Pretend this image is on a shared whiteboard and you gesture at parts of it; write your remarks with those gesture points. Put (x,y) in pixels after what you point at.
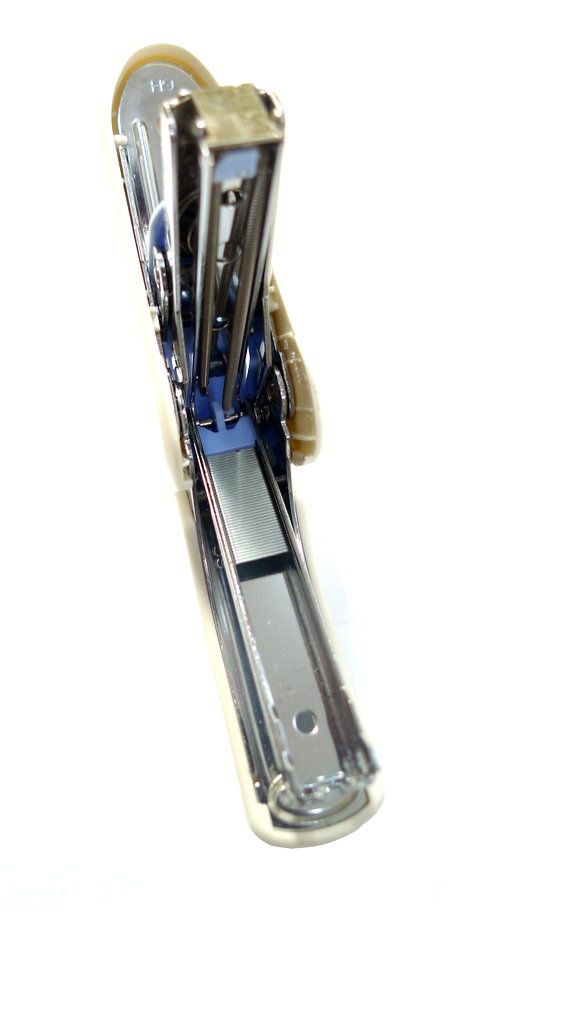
Here I can see a stapler (190,438). The background (168,989) is in white color.
